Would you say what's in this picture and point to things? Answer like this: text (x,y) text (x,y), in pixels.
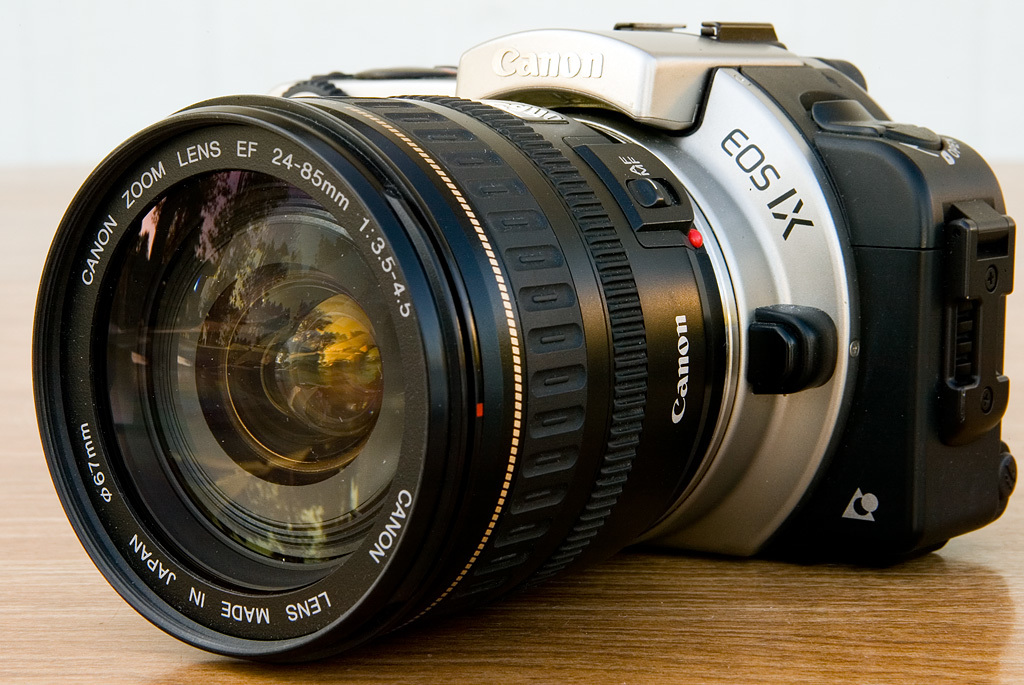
There is one camera (610,399) kept on a wooden floor (684,599) as we can see in the middle of this image (480,393).
